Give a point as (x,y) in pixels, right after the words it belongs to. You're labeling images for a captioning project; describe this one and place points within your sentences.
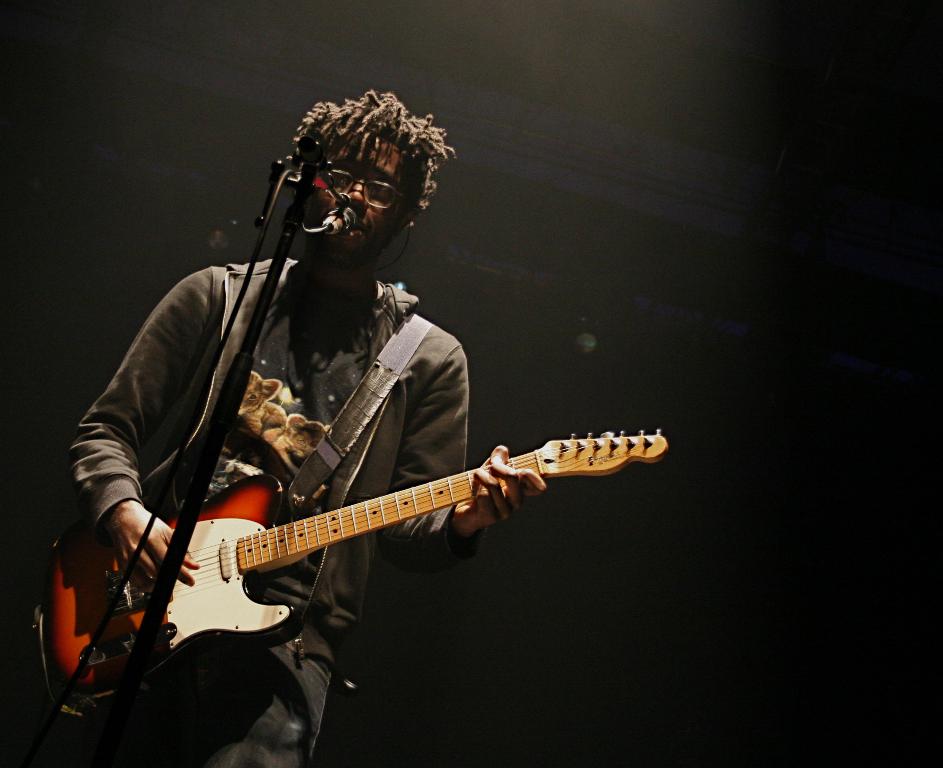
In this images can see a person (265,366) wearing a jacket (197,378) and jeans (264,732) Standing and holding a guitar (212,625) in his hands (150,555), I can see a microphone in front of him. I can see the dark background (731,201) and a light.
